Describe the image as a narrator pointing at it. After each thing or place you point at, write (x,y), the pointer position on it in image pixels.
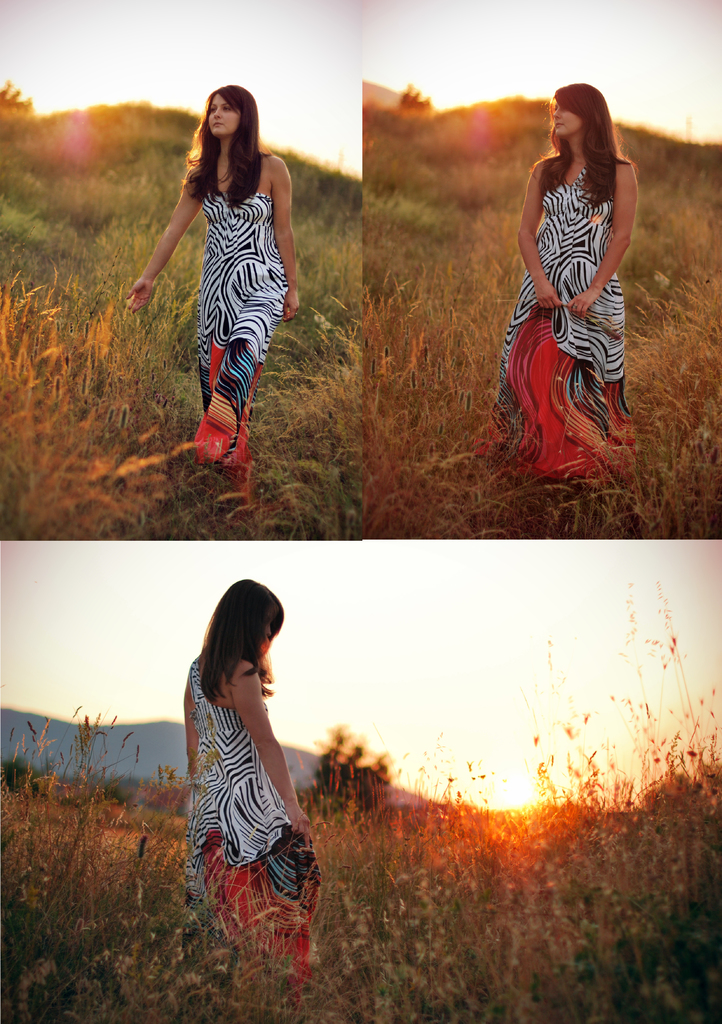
In this image we can see three pictures (281,198) in which we can see a woman (281,850) wearing black, white and red dress (580,242) is walking on the grass (561,923). In the background (173,761), we can see trees (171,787), hills (160,737), sun (527,780) and the sky (471,719).
